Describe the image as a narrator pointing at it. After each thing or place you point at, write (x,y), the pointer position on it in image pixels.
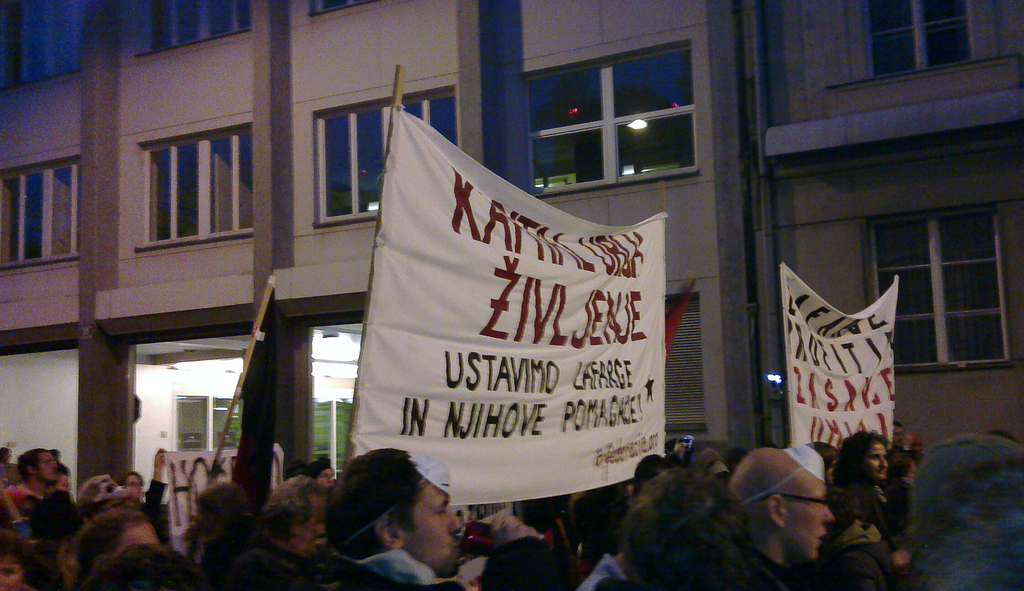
In this image at the bottom (994,518) there are a group of people (501,526) who are holding some placards (836,404) and some sticks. In the background (207,178) there are some buildings (830,174) and glass windows (933,356).
